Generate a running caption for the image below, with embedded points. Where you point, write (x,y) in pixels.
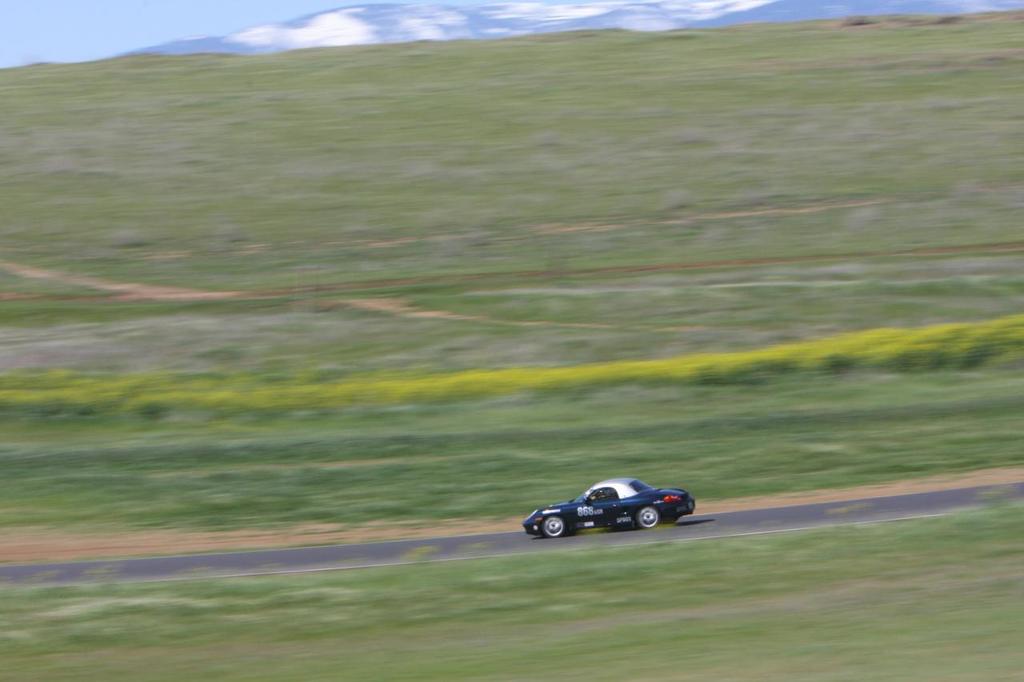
In this picture there is a car (631,499) which is running on the road (479,535). At the bottom (535,566) we can see the grass (696,646). In the background (629,163) we can see farmland (765,223), plants (735,118) and mountain (463,26). At the top left corner (175,21) we can see sky (225,20) and clouds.
